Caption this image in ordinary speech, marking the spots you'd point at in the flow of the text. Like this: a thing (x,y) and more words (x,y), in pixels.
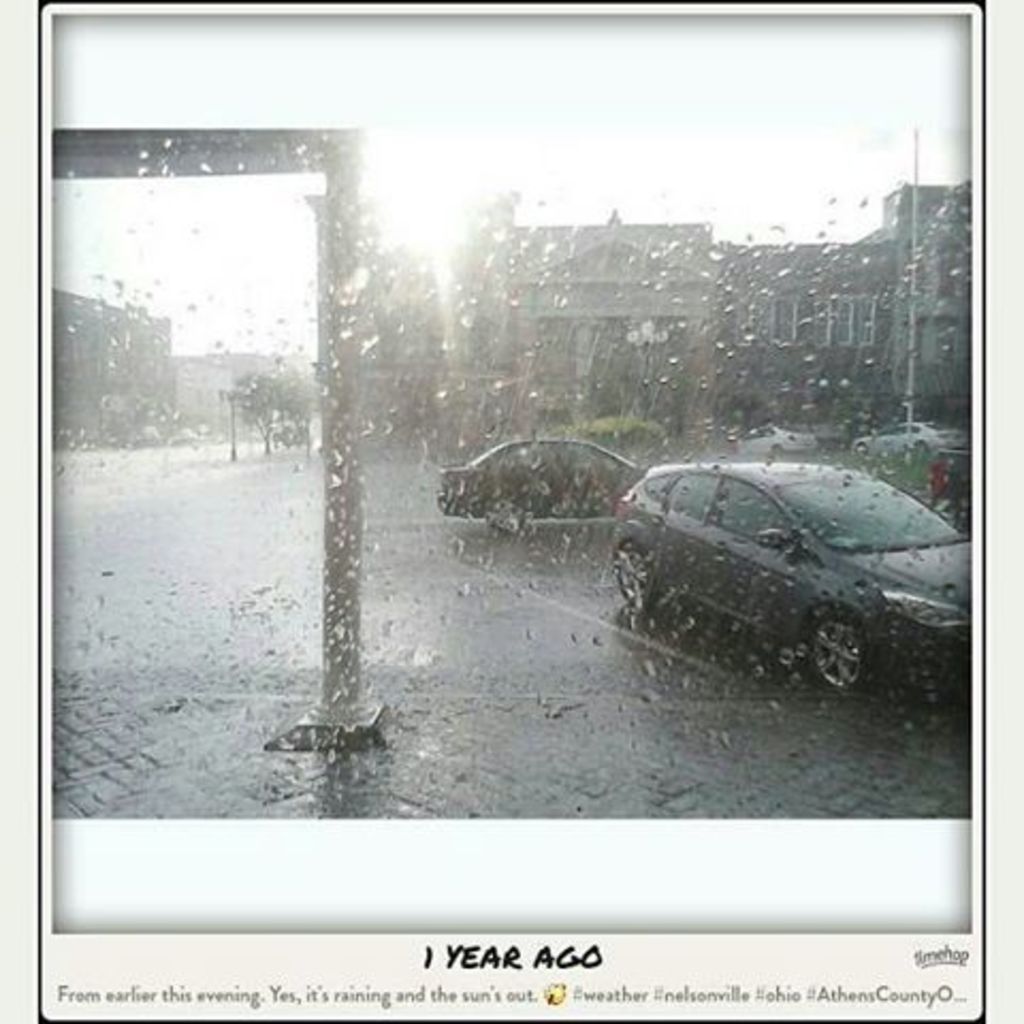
In this picture there is a poster (235,223) in the center of the image (596,520), on which there are buildings (429,390) and cars (565,472) on the right side of the image (859,608).
